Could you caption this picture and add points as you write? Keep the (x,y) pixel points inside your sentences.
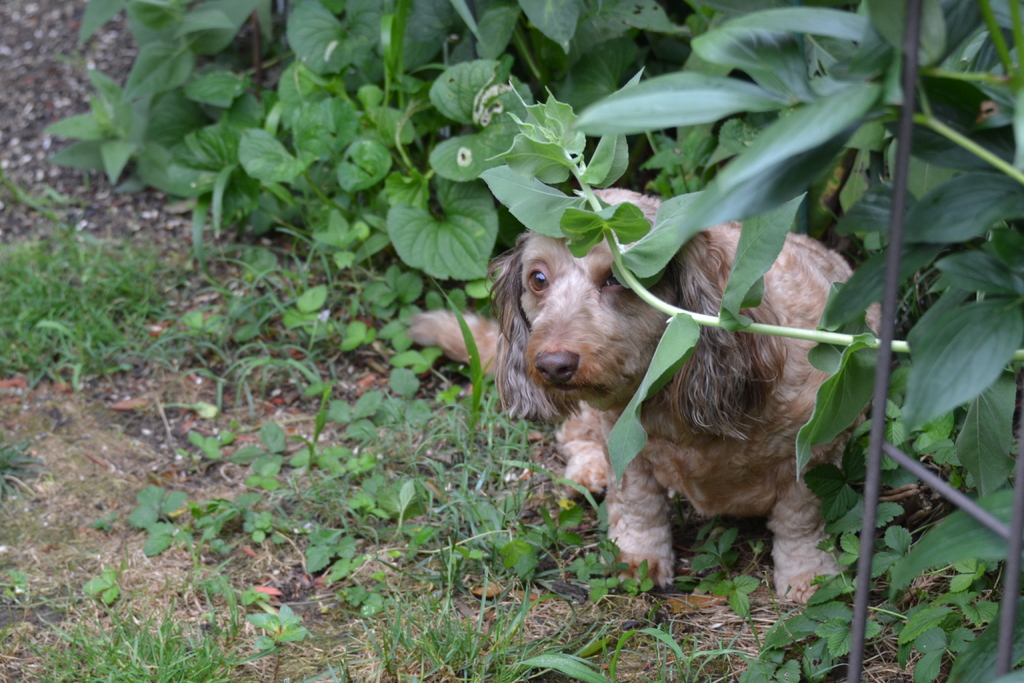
This is a dog (588,366) sitting. These are the plants (443,94). I can see the grass (475,467).
